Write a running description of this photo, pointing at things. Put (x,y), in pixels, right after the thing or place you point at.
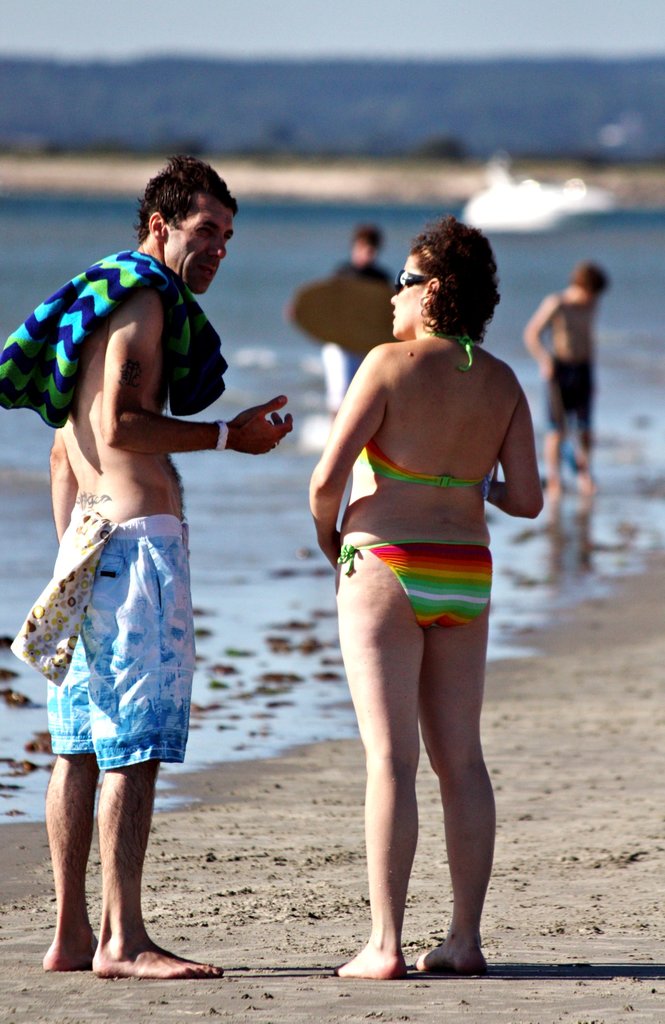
In this picture i can see a man (155,541) and a woman (375,600) are standing. The man (146,502) is wearing shorts (140,559) and carrying towel (30,366). In the background (537,291) i can see water (226,303), people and sky (205,34).
